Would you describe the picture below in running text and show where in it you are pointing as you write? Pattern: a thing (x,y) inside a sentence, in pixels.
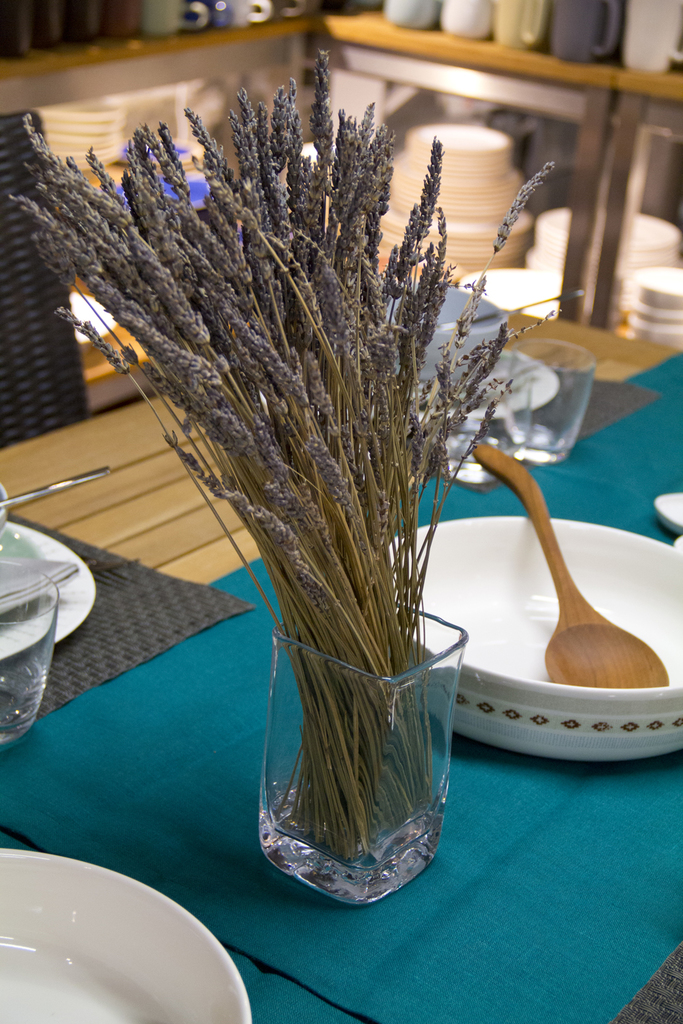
In this image we can see a bowl (480,711), flower vase (349,699), a plate (70,614) and a glass (534,413) which is kept on this table (156,513), we can see green colour cloth (186,780) and a black colour cloth (165,630) kept on table (181,554). In the background (484,163) we can see a plates (491,172) which is white in colour and a jars (555,37).
